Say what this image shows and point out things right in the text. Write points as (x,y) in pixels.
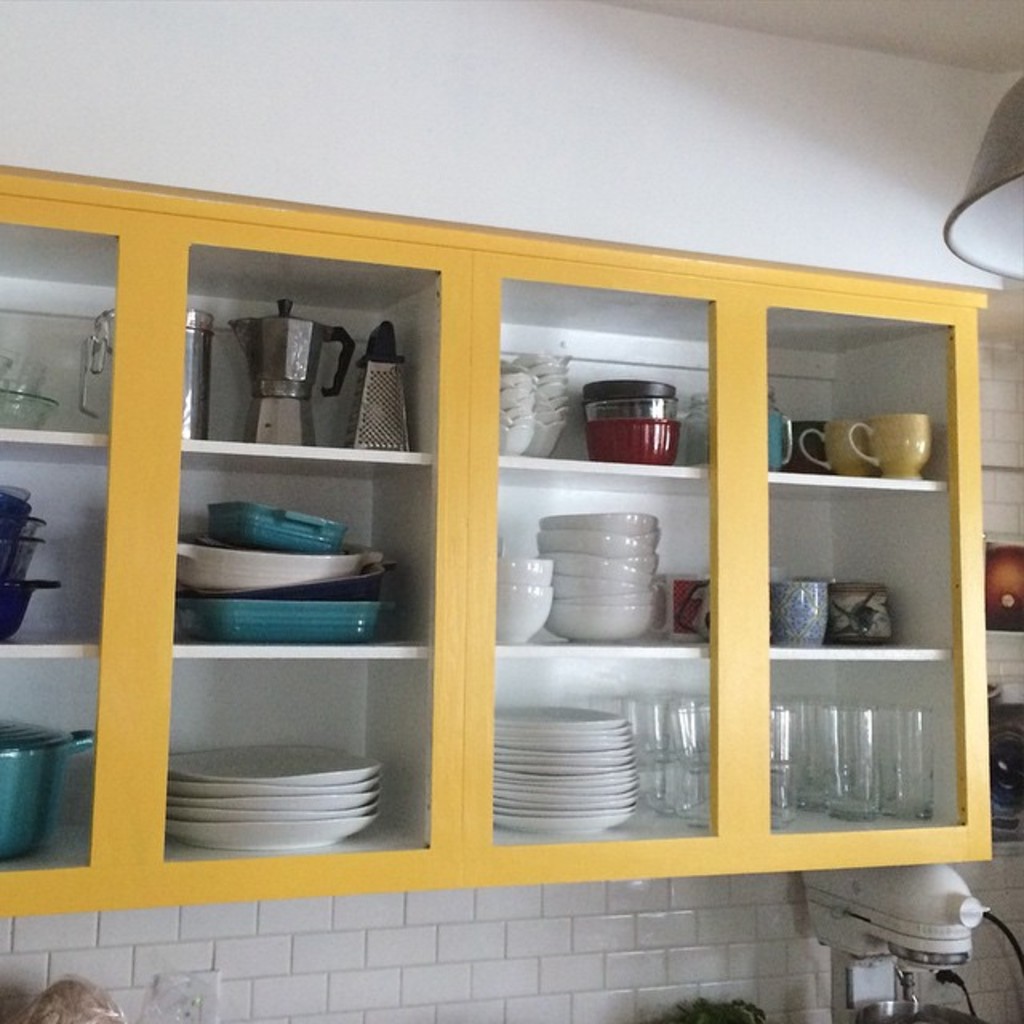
In this image, we can see some shelves (389,284), there are some utensils (775,459) kept on the shelves (174,425), in the background (766,986) we can see the wall (328,972).
